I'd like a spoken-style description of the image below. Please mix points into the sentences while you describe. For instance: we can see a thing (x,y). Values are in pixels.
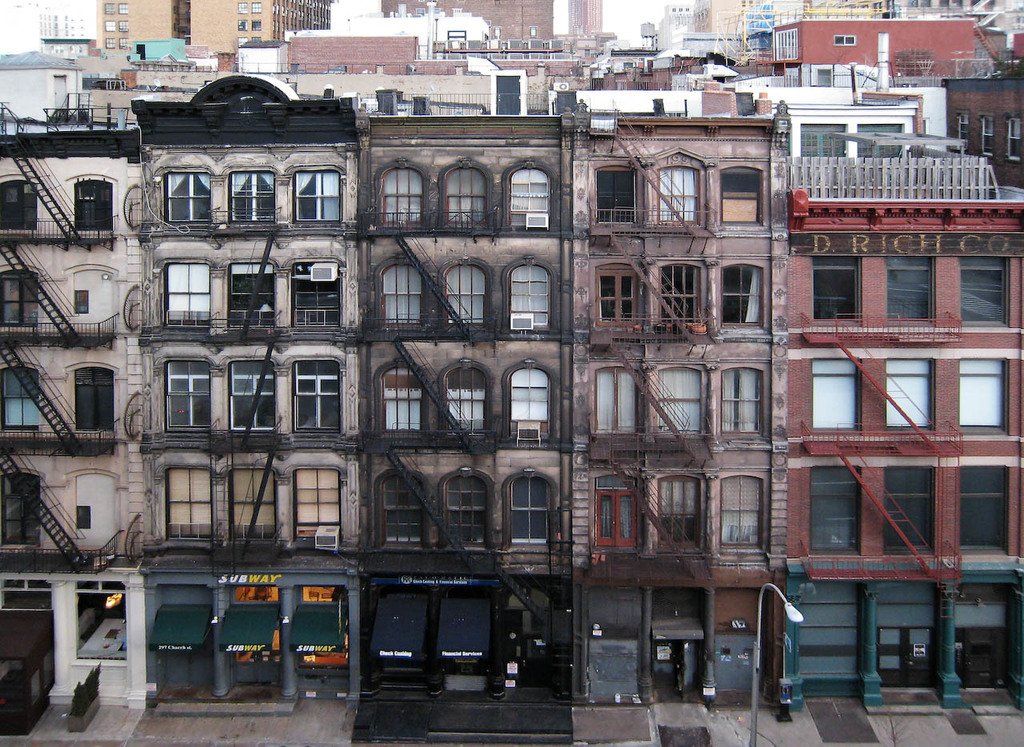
In this image there are buildings (422,462), railings (228,336), windows (306,383), stores (410,603), light pole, plants (77,691) and objects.
